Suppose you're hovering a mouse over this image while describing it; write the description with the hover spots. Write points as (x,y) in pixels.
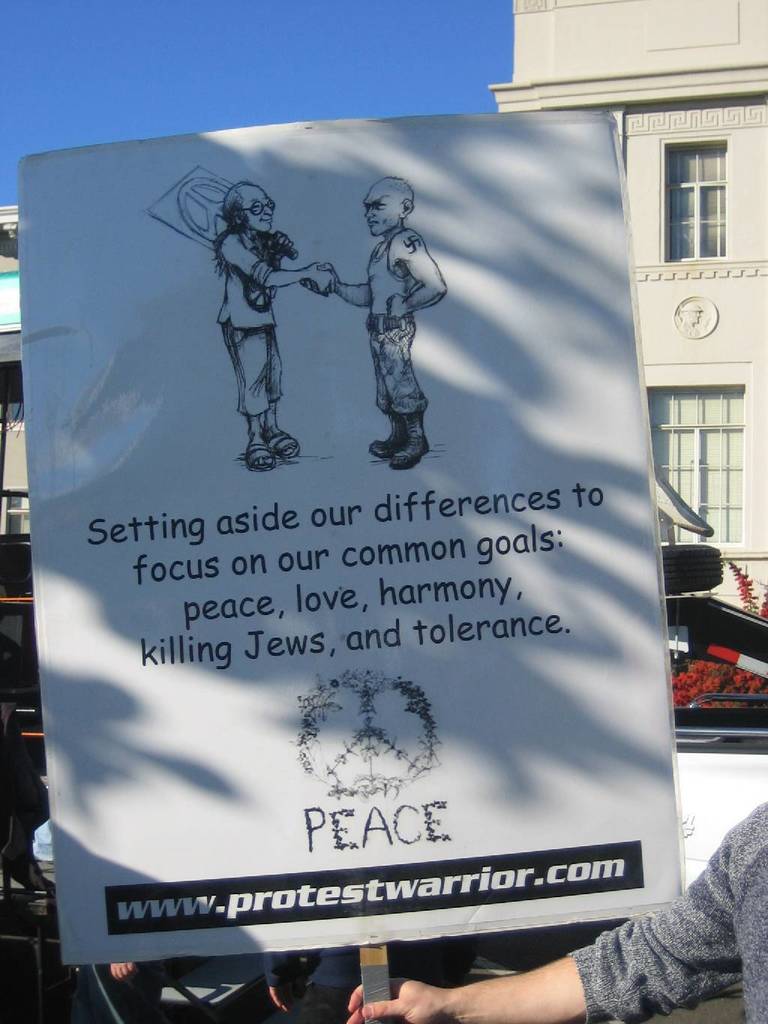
A person (672,975) is holding a board (505,923). Background (728,286) there is a building (653,229) with windows (674,198). Sky (315,82) is in blue color.
